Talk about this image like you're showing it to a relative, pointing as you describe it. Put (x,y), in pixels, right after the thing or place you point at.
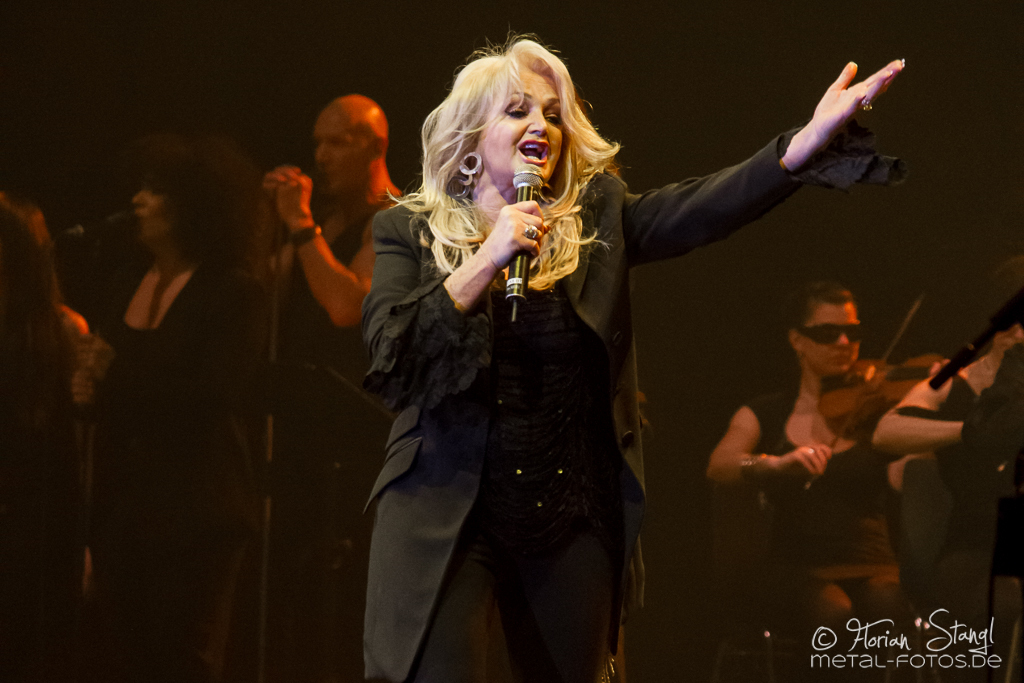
In the foreground of this image (534,469), there is a woman (537,472) in black dress (534,449) holding a mic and standing. In the background (352,326), there are persons (949,405), few (898,416) are playing musical instruments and some (221,281) are holding mics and singing.
